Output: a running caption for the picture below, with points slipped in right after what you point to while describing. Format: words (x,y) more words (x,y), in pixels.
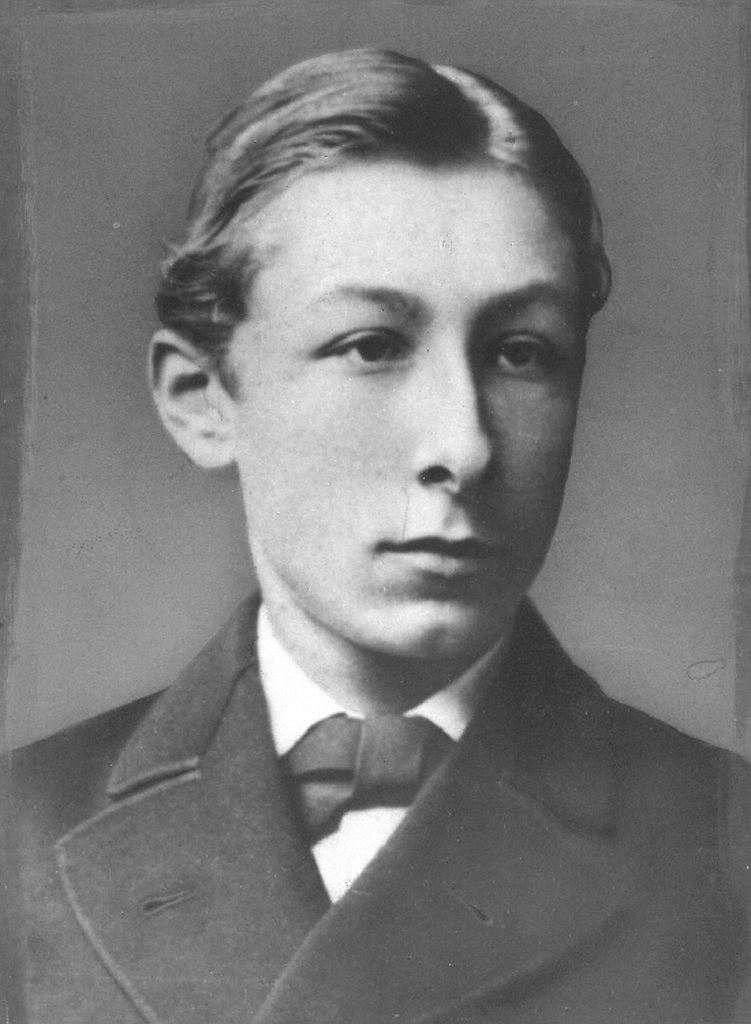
In this image we can see a man (337,763). He is wearing a jacket (146,828). In the background (692,477) there is a wall (610,248).
